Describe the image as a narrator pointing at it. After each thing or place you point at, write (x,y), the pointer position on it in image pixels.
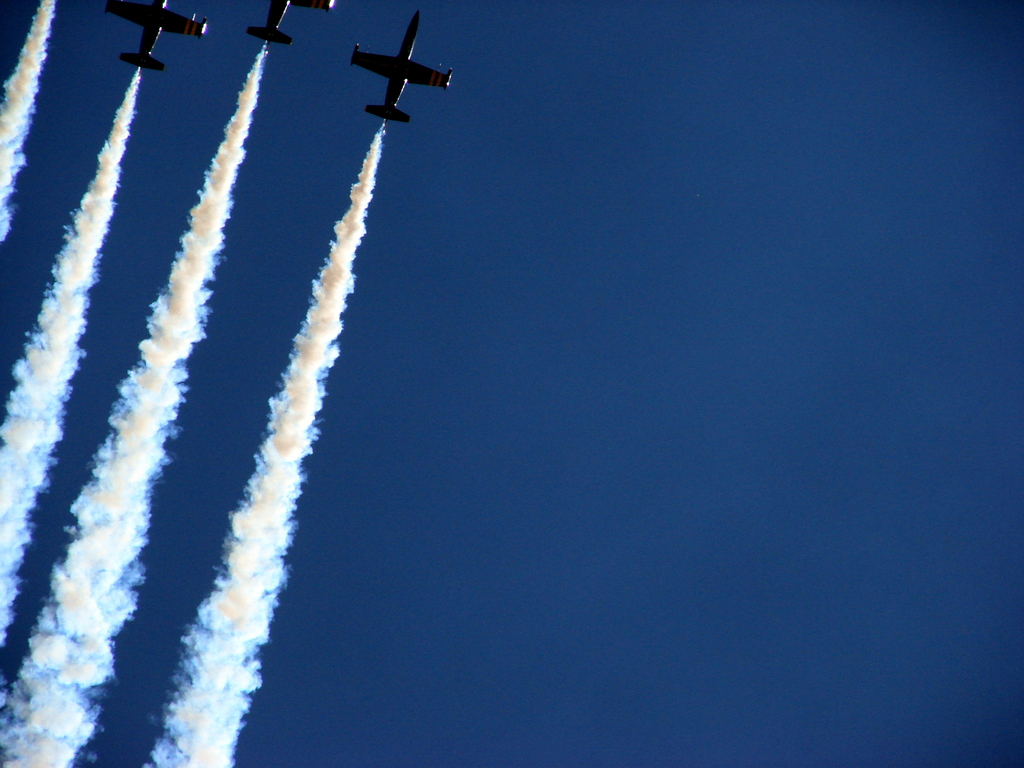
There are four aircraft (435,75), releasing smoke (35,63) in the sky (275,86). And the sky (536,147) is blue in color.
